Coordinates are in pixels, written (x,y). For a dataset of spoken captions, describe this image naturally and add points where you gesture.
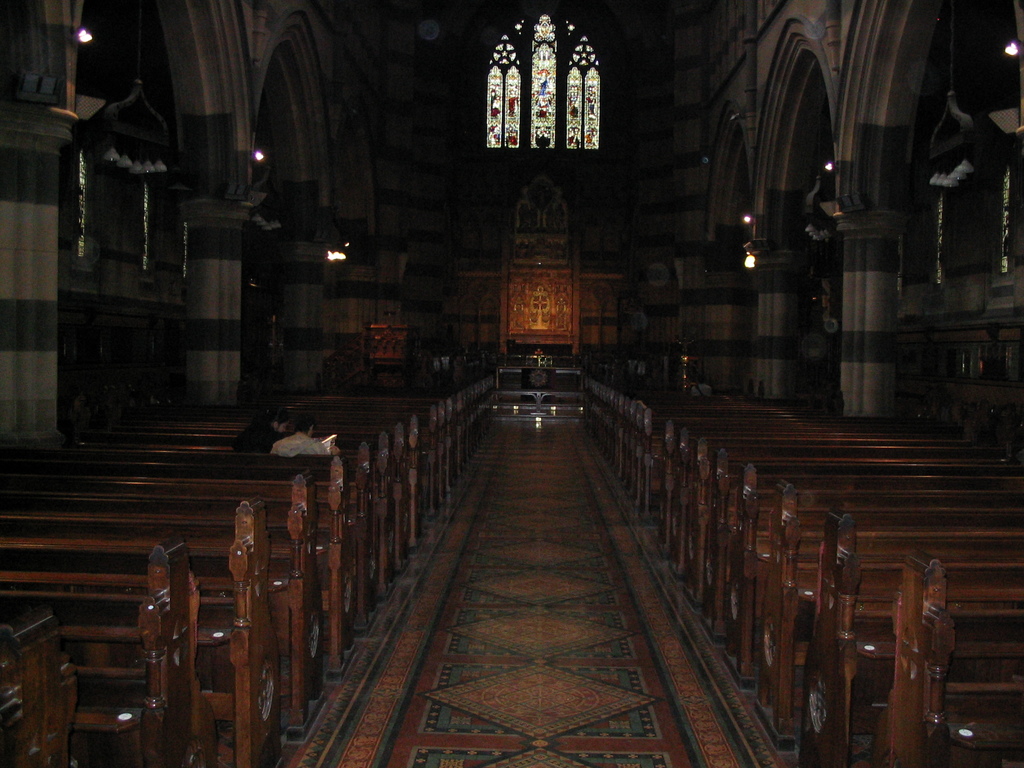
This picture is clicked in the church (605,606). There are benches (160,625) on either side of the picture. On the left side (299,441), we see a man (292,453) in white shirt (294,453) and a woman (256,445) in black shirt (245,428) are sitting on the bench (365,464). On either side of the picture, we see pillars (44,357). In the background (561,417), we see an altar (565,369).
